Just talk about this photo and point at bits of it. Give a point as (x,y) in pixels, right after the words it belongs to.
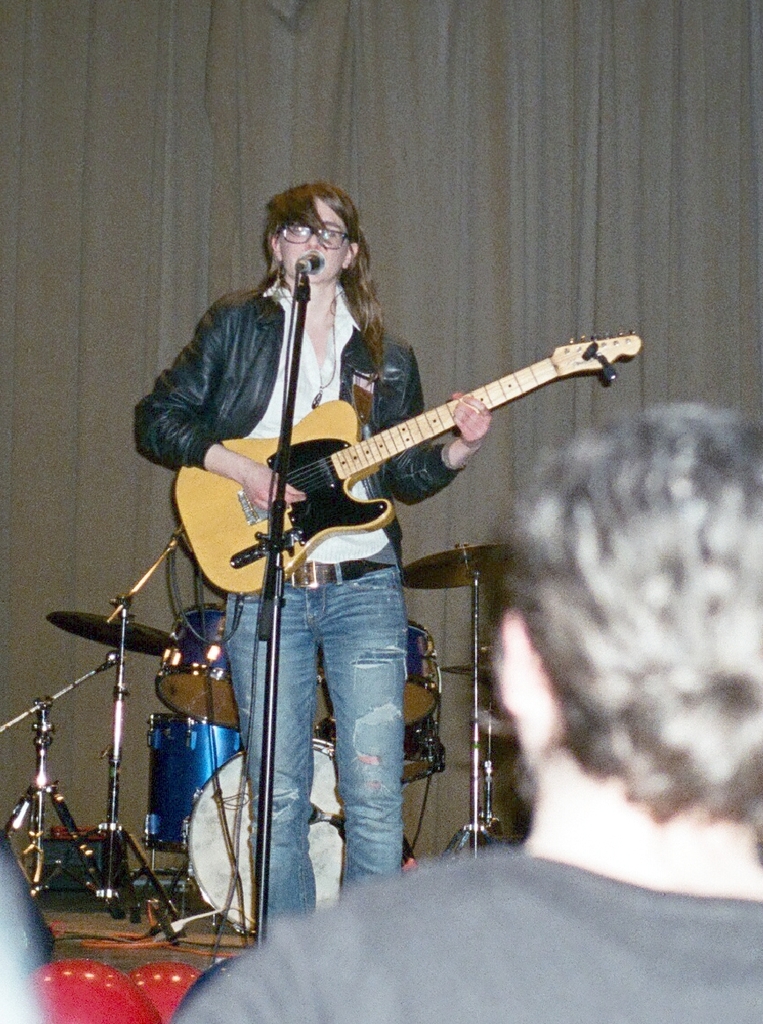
In this image I can see two people (404,1004) where one is standing and holding a guitar (343,425). I can also see she is wearing a specs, jacket (278,359) and jeans (303,801). I can also see a mic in front of her and in the background (221,619) I can see a drum set (225,753).
